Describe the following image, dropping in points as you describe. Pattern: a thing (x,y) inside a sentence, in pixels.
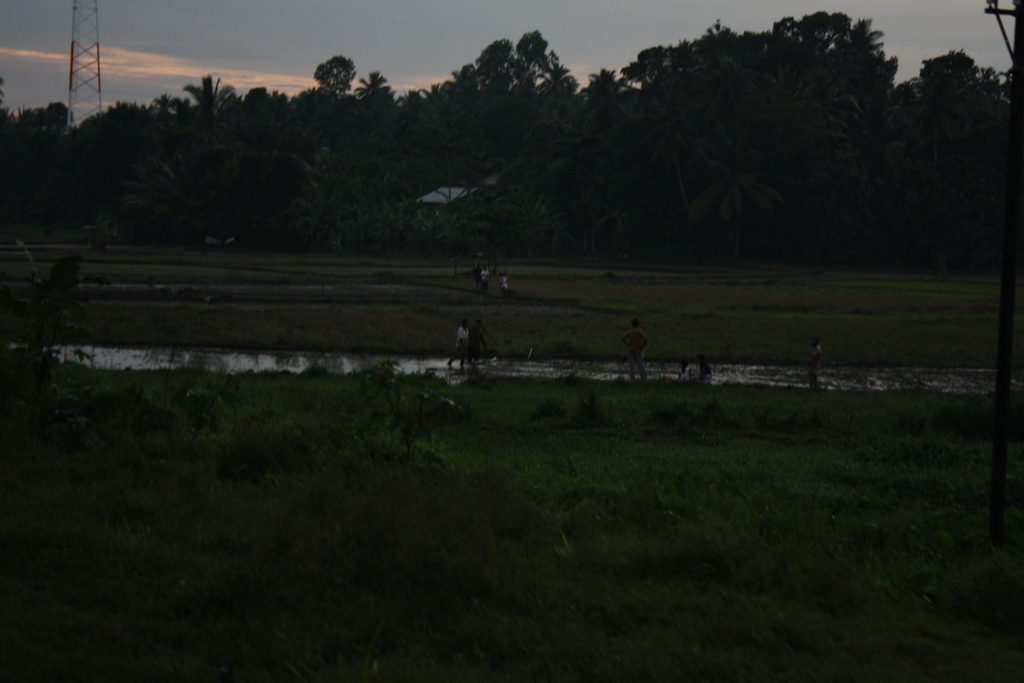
In this image I can see few people (479,267) are standing to the side of the water (257,360). In the back (581,250) I can see many trees (538,166), pole (88,96) and the sky (349,30).
